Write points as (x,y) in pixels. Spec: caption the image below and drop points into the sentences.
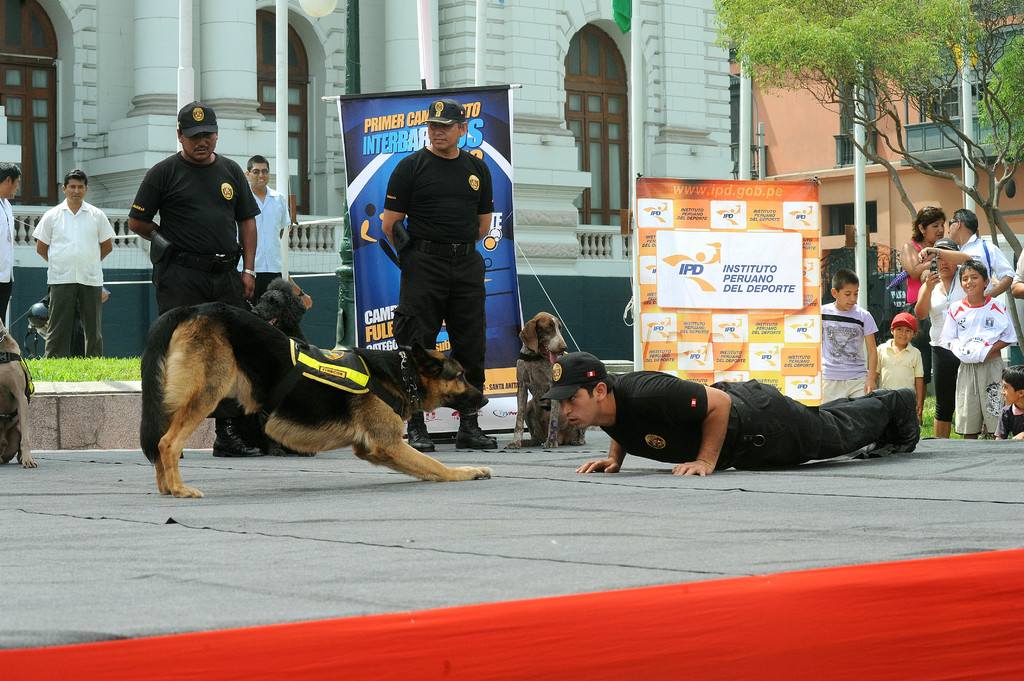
In this picture there are few people (927,359) and dogs (350,409). The man (644,407) is laid down and in front of him there is a dog (355,388). There is carpet (543,500) on the floor (590,517). Behind them there are banners (399,127). There are people (895,327) standing to the right corner (857,321) and in the background (614,205) there are buildings (587,41), trees (835,46) and poles (762,130).
